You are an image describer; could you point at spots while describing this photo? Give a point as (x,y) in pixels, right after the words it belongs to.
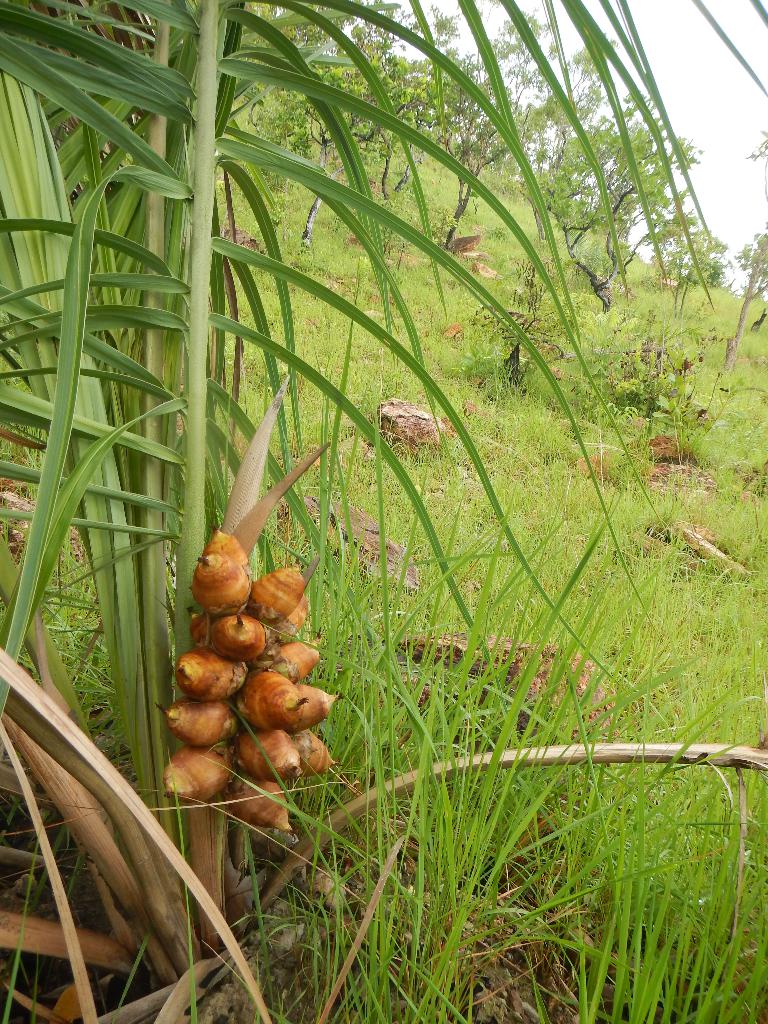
In this picture I can observe some fruits (237,672) on the left side (220,584). I can observe some grass (327,511) on the ground (437,364). In the background (562,186) there are some plants (527,135) and sky (683,67).
